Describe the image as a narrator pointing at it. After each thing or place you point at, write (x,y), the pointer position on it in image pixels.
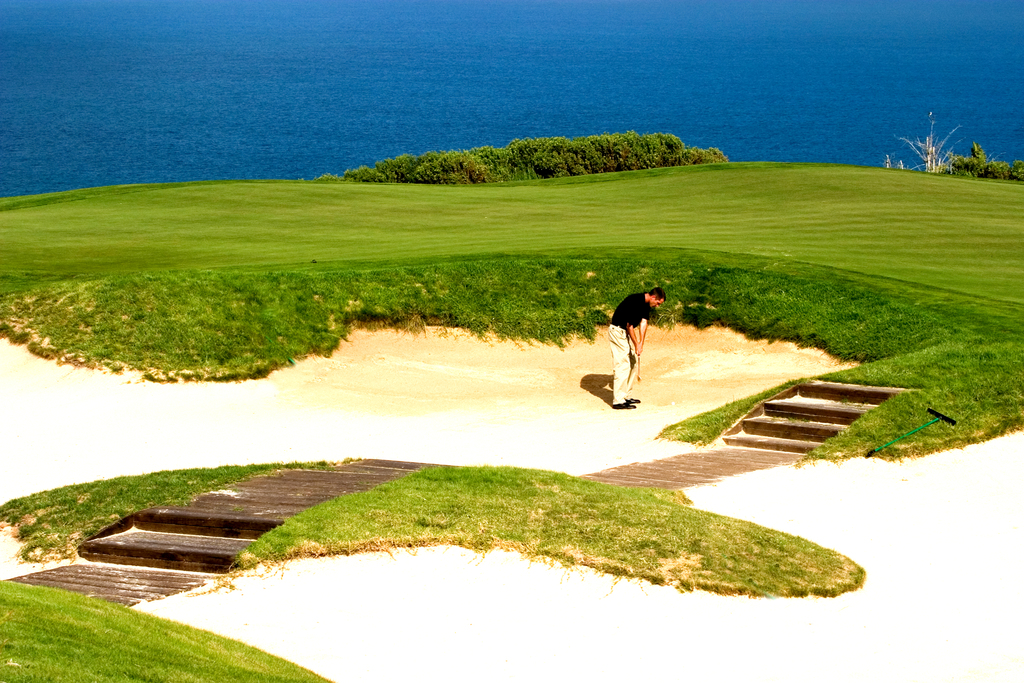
In this image there is a man (627,377) in the middle (621,391) who is playing the golf. At the top (651,103) there is water (664,95). There is a ground (665,317) in front of him. At the bottom (288,512) there are steps (192,534). On the ground (476,454) there is grass (465,251).
